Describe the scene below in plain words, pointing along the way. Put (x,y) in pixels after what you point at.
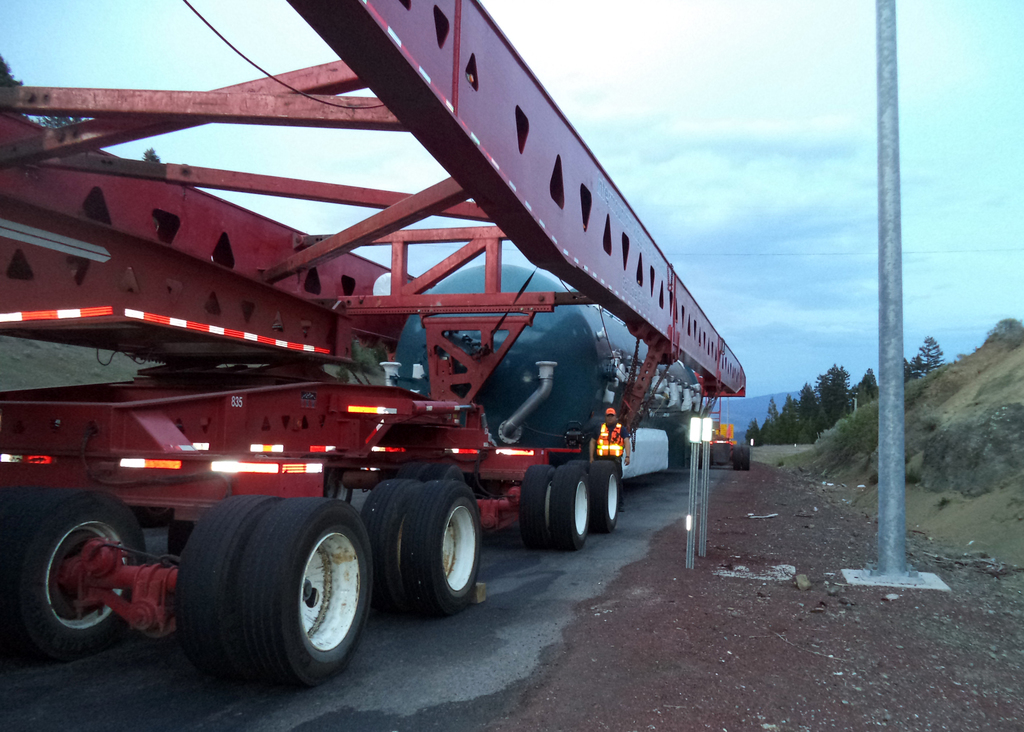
In this image I can see vehicles (613,470) on the road (456,666) and I can see a person (622,439) visible in front of the vehicle (675,465) and I can see a pole (892,198) and the sky (919,199) and the hill (918,405), tree (863,390) visible.
